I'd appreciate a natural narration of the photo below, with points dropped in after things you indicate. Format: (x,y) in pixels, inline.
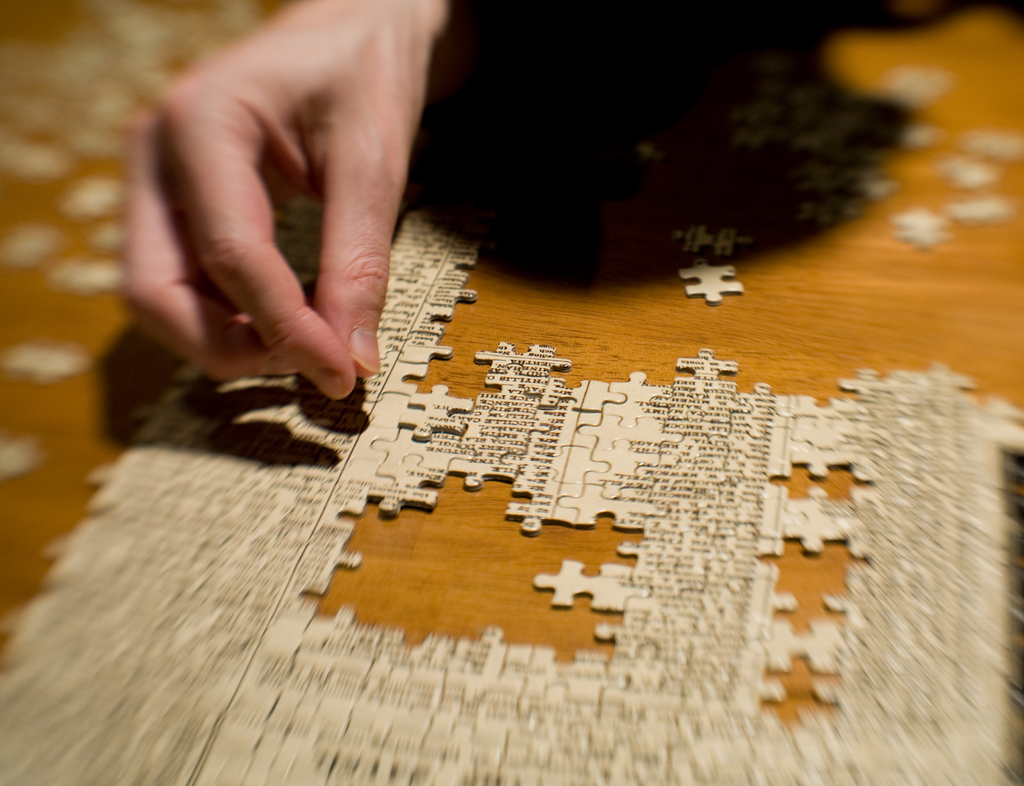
In this picture I can see a puzzle (513,403) and some pieces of it on the table (762,332) and i can see a human hand (415,79).
